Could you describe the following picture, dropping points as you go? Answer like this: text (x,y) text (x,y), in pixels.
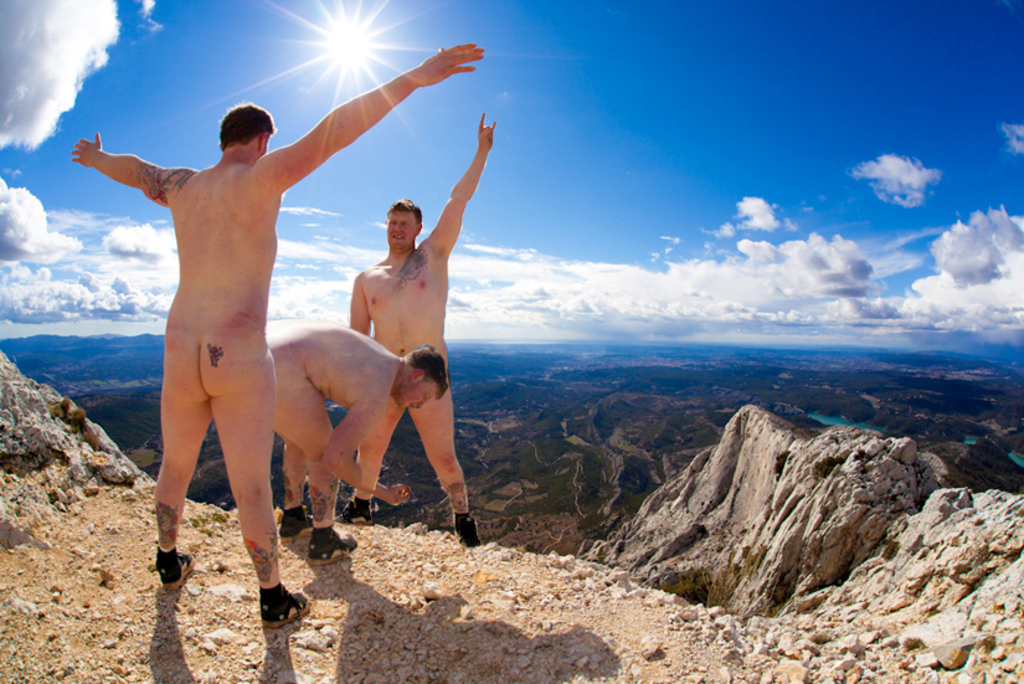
There are three people (343,443) and these two people (245,360) are standing. Background (552,74) we can see sky (594,101) with clouds (506,318).
